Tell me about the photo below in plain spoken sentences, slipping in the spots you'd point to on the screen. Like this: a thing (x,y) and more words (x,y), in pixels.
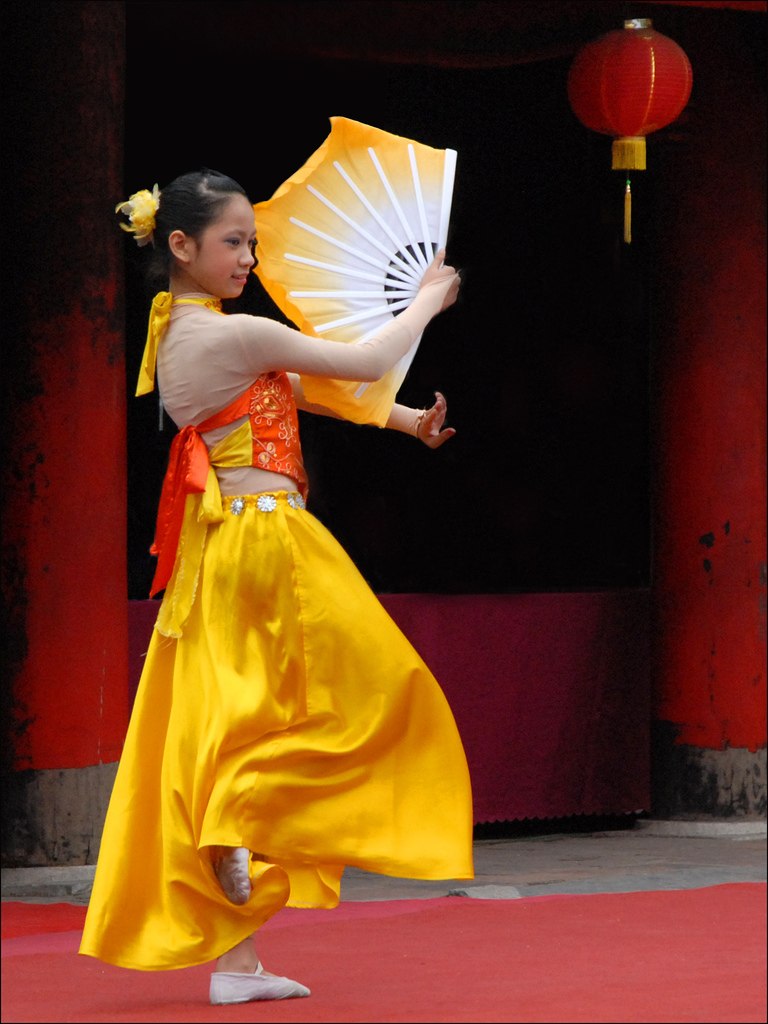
In the image we can see there is a girl (236,588) standing and holding a hand fan (381,237) in her hand (428,275). She is wearing a yellow colour dress (249,751) and standing on the red carpet (419,933) kept on the ground (400,923).
